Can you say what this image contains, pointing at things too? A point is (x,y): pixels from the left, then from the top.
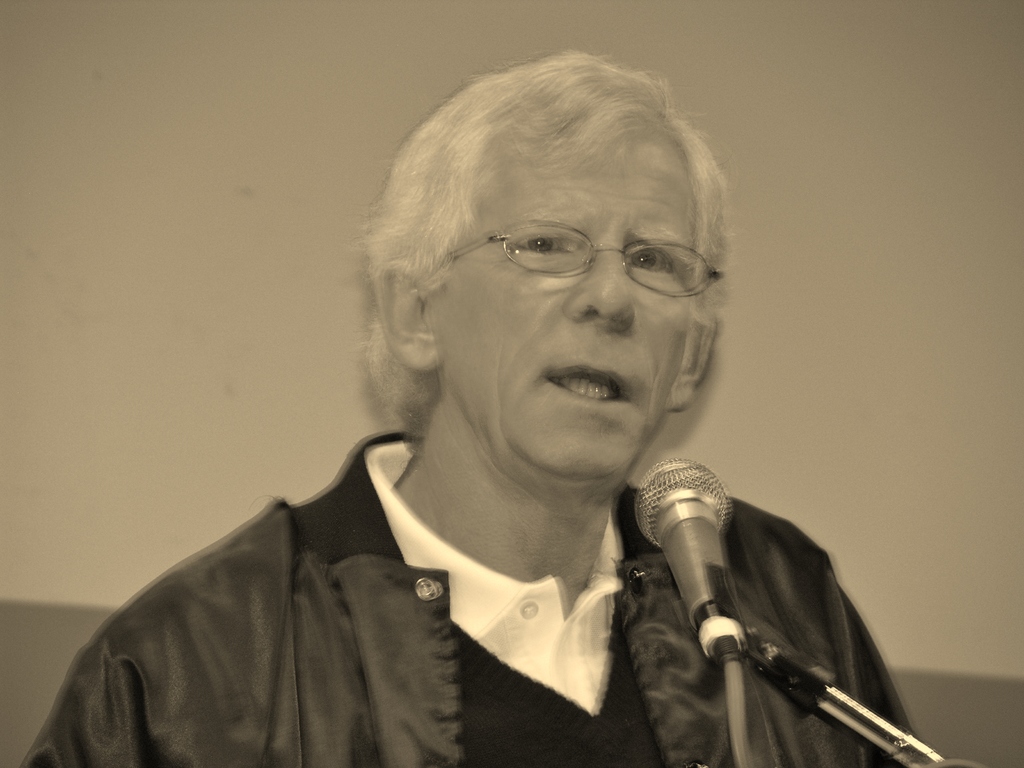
It looks like an edited image, we can see a person (497,468) and in front of the person (565,515) there is a microphone (692,595) with stand (906,742). Behind the person (406,447) there is the wall (752,219).
